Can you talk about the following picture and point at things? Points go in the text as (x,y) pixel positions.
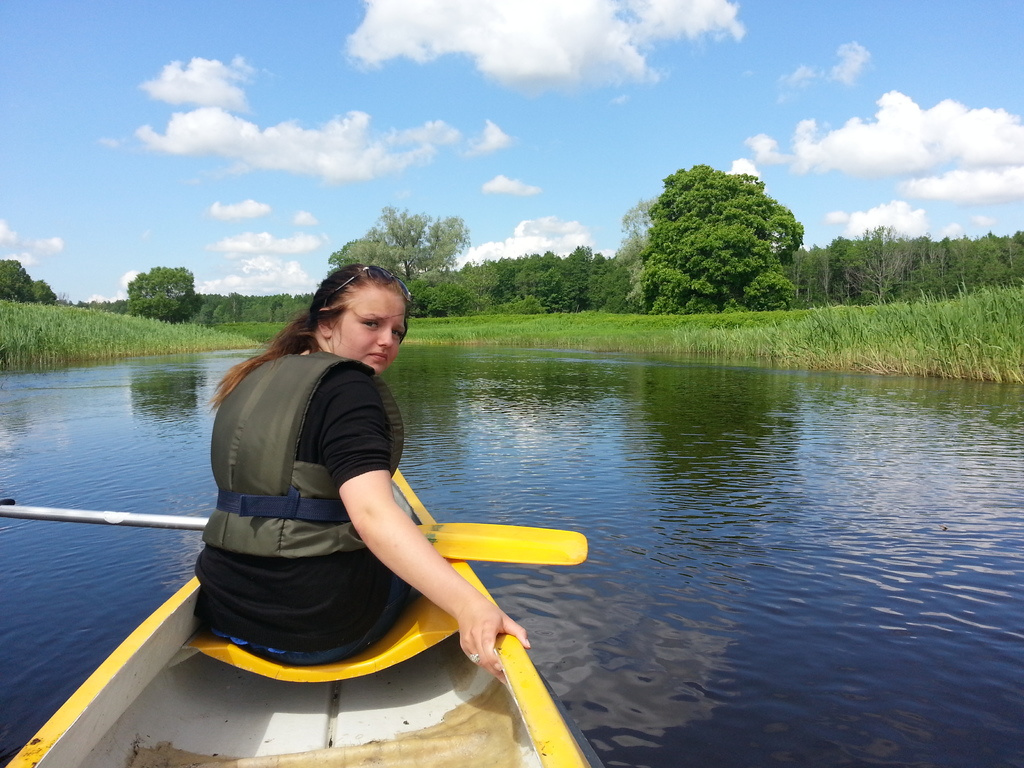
In this image we can see a person (374,459) sitting in a boat (398,692) in the water (611,644), there we can also see plants (37,306), trees (657,254) and a few clouds (309,154) in the sky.
